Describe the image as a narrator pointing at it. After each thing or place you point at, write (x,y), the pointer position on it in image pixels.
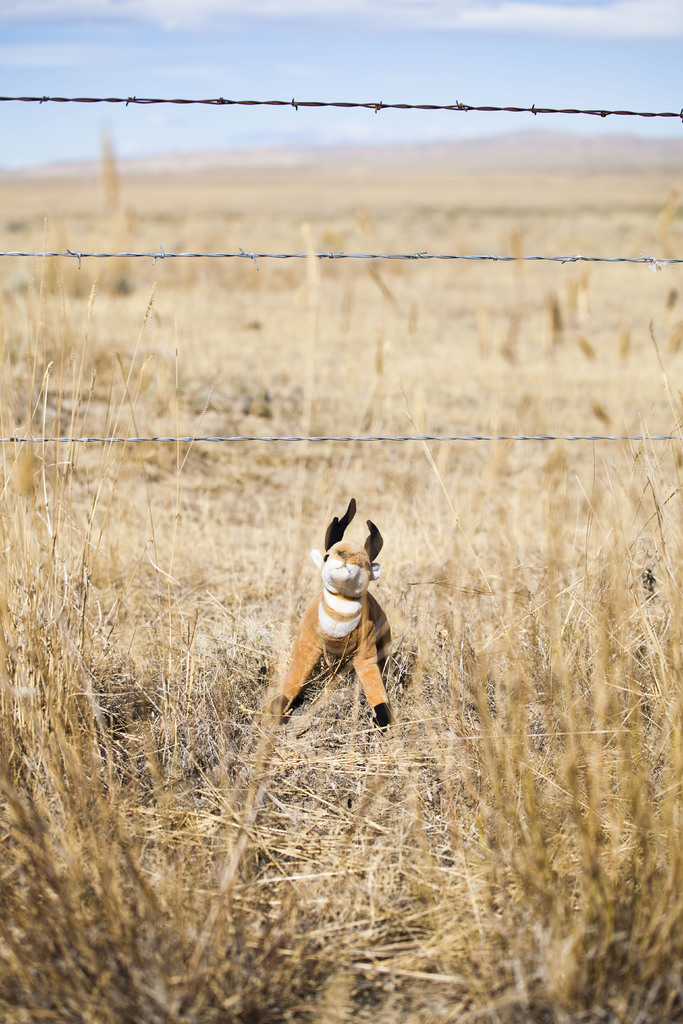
In the image we can see a toy (333,617), dry grass (351,809), fencing wire (323,254) and a pale blue sky (318,62).
